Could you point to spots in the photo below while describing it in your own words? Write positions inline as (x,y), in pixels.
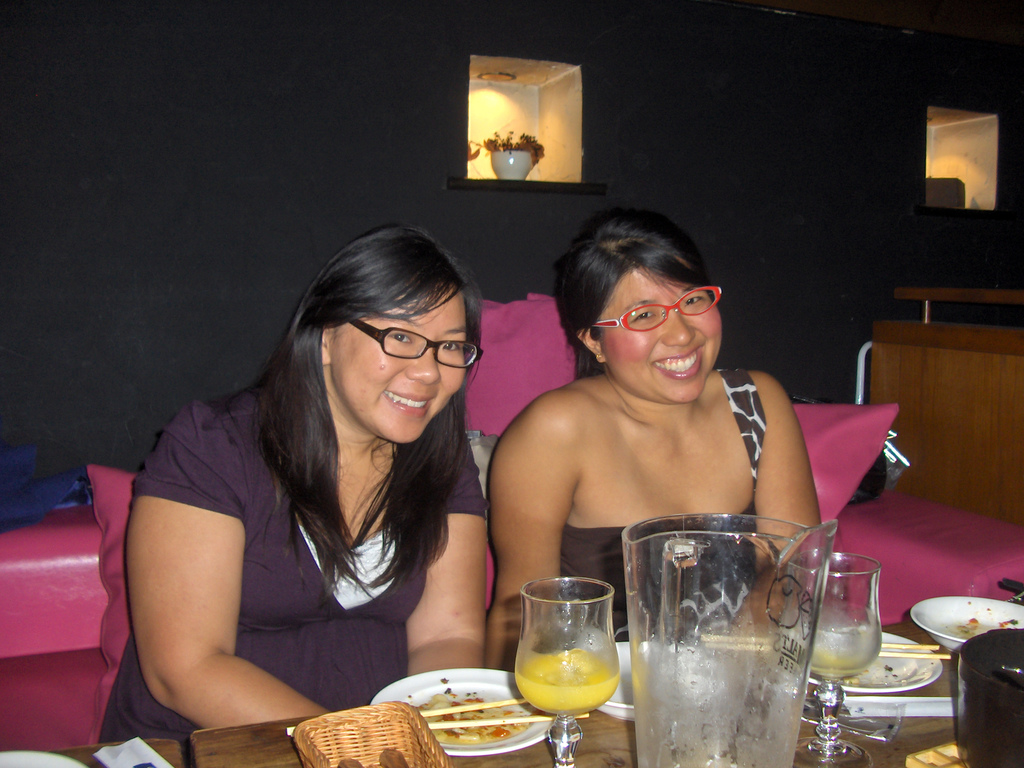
In this picture we can see two women (374,535) sitting wore spectacles (464,344) and smiling and in front of them we have table (588,726) and on table (893,763) we can see basket (409,740), plate (480,681), chop sticks (498,704) and food (474,714) on it, glass (546,666) with drink (553,702) in it, jar (662,651), bowl (955,623) and in background (509,147) we can see flower pot (509,161) with plant (537,160) in it, light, wall (659,158).
